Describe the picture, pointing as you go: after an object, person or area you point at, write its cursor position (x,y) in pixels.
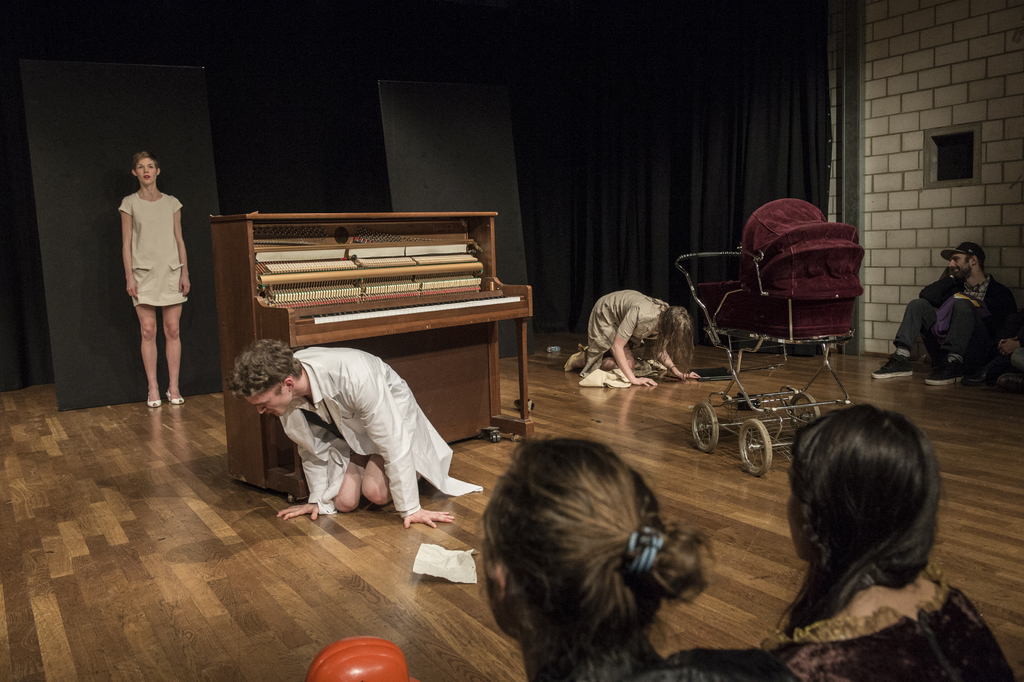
This curtain (663,208) is in black color. This is a piano keyboard (222,287). This is a baby chair (797,282). On floor (512,397) persons (430,426) are sitting. This person (165,222) is standing.
